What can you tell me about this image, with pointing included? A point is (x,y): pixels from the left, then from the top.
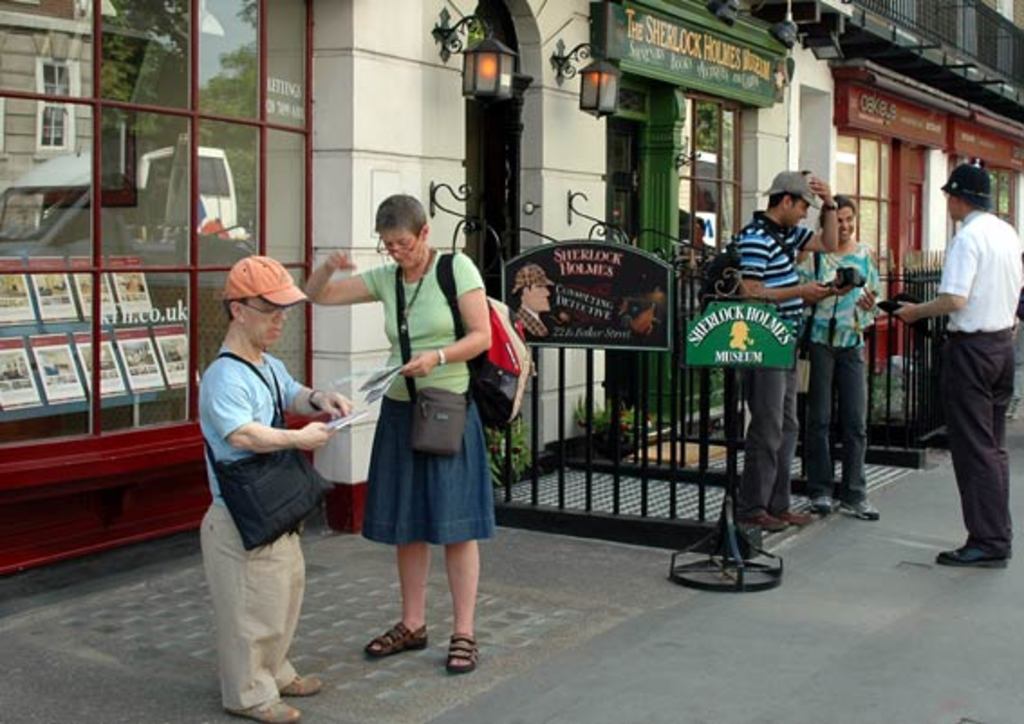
In this image, we can see people (775,466) standing and wearing bags (491,398), some of them are wearing caps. In the background (460,87), we can see buildings (574,82), lights (586,69), sign boards (714,344) and name boards (586,254). At the bottom (608,631), there is road (669,635).
